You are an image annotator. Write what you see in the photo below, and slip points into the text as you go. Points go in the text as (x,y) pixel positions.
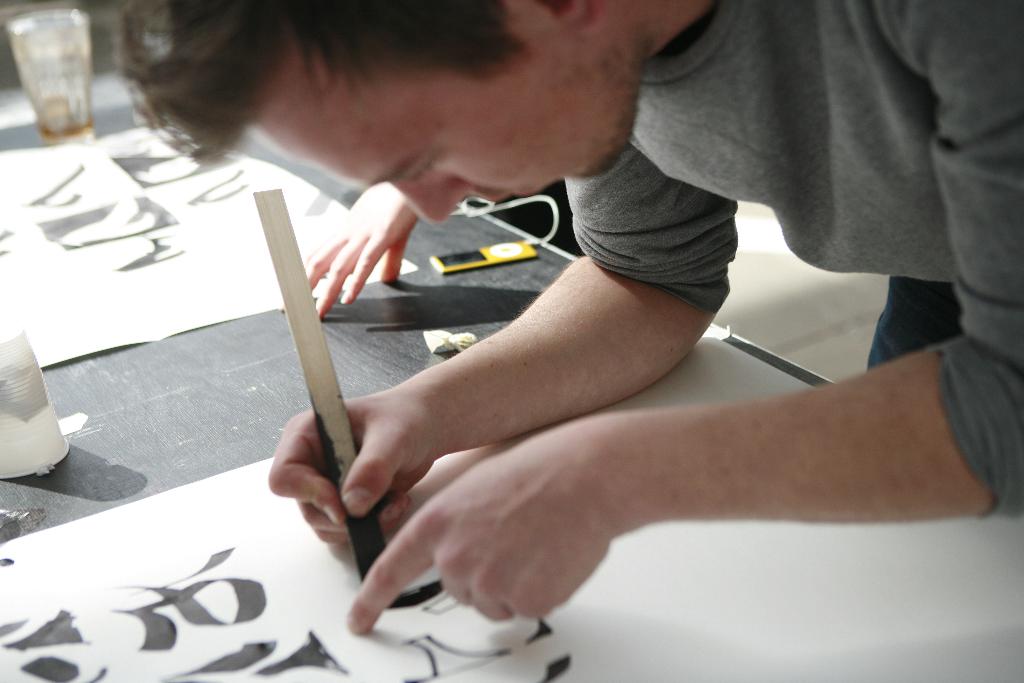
In this image we can see there is a person (770,182) standing and holding a stick (372,526) and at the back (362,217) we can see the person's hand (375,238), in front of them there is a table (455,285), on the table (505,270) there are charts (553,656) with painting (190,603) and few objects (69,46).
